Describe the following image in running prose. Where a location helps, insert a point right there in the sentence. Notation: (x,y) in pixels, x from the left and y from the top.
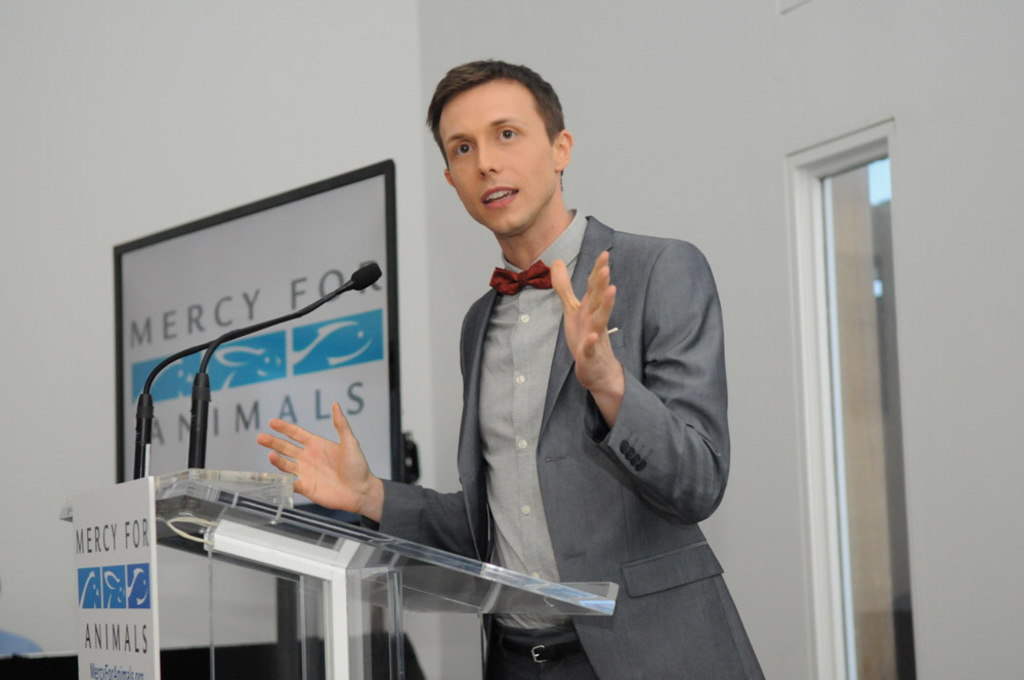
In this picture there is a man (659,490) who is wearing blazer (549,448), shirt (494,425), tie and trouser (505,643). He is standing near to the speech desk (327,583). On the desk (395,585) I can see the microphones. In the bottom right corner (821,592) there is a door (873,494). In the bottom left corner (111,519) there is a banner (114,532) near to the speech desk (302,626). In the back (390,477) there is a screen (285,345) near to the wall (413,242). Through the door (869,322) I can see the building (877,212) and sky (888,185).
